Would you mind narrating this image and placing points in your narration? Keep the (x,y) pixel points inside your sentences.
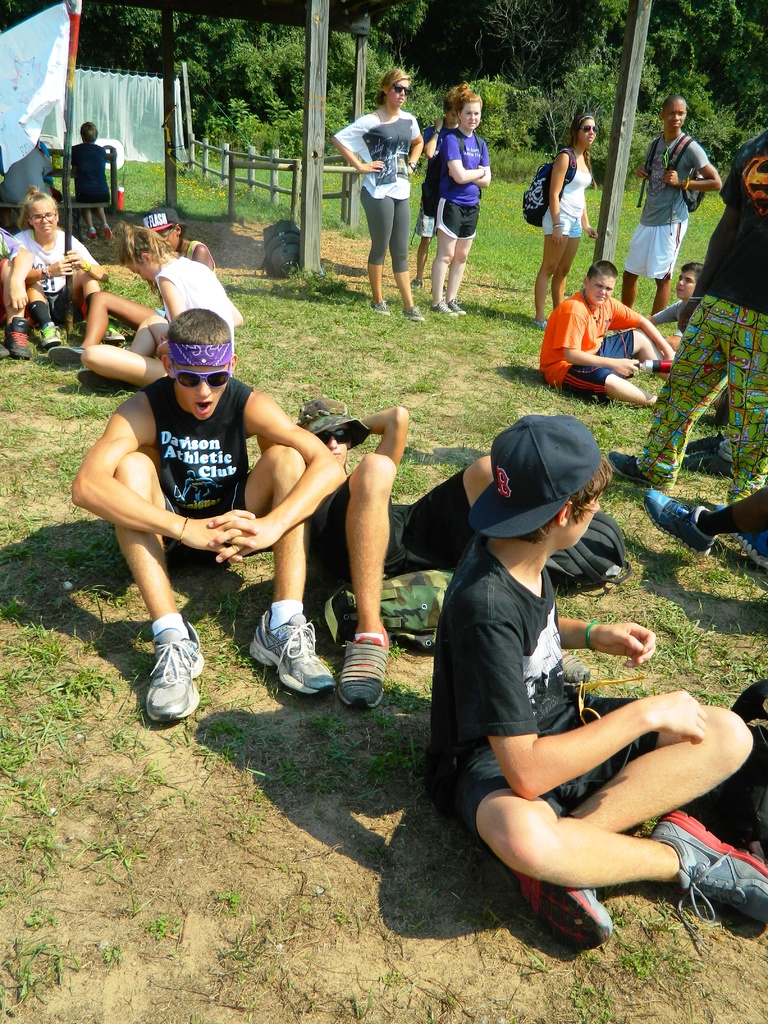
In this image I can see few people (468,626) are sitting and few are standing. They are wearing different color dresses (455,577) and few are wearing bags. Back I can see trees (255,67), fencing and white color cloth (93,105).
